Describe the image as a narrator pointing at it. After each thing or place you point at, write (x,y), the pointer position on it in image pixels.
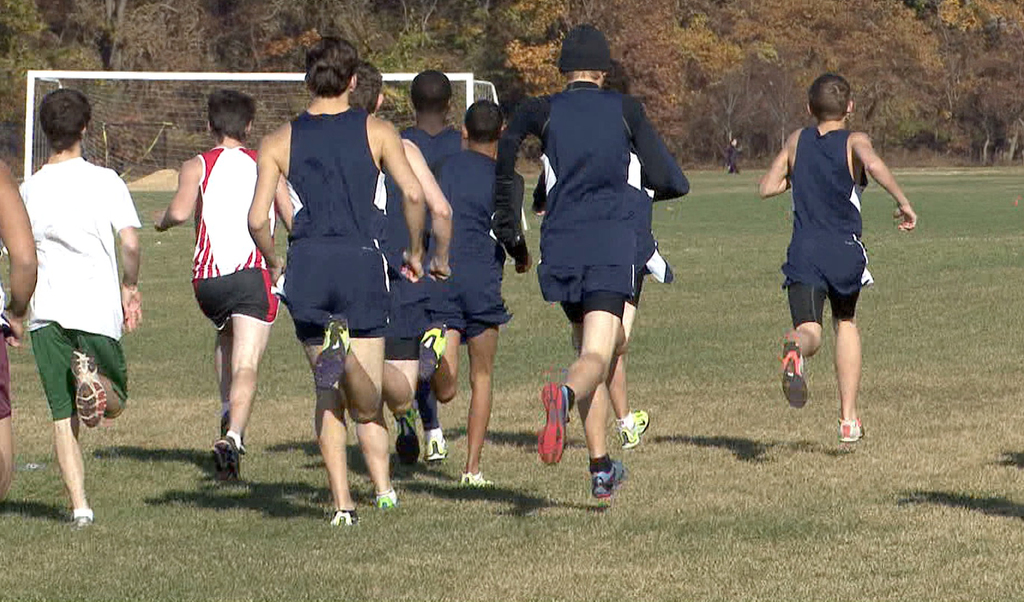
In this picture there are people (554,237) running on the grass (299,448). In the background of the image (171,146) we can see net (261,113) and trees (827,28).
